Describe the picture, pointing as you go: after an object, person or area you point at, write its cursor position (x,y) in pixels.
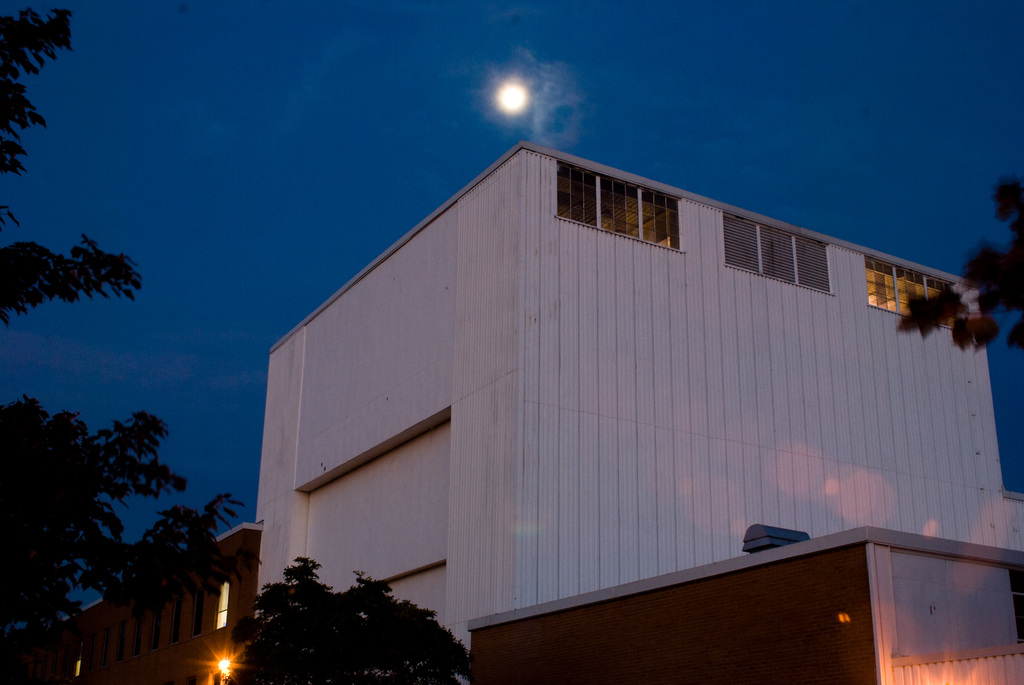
In this image we can see buildings (808,366) with windows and trees (205,540), there are some lights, we can also see the sky (393,164) with a moon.
